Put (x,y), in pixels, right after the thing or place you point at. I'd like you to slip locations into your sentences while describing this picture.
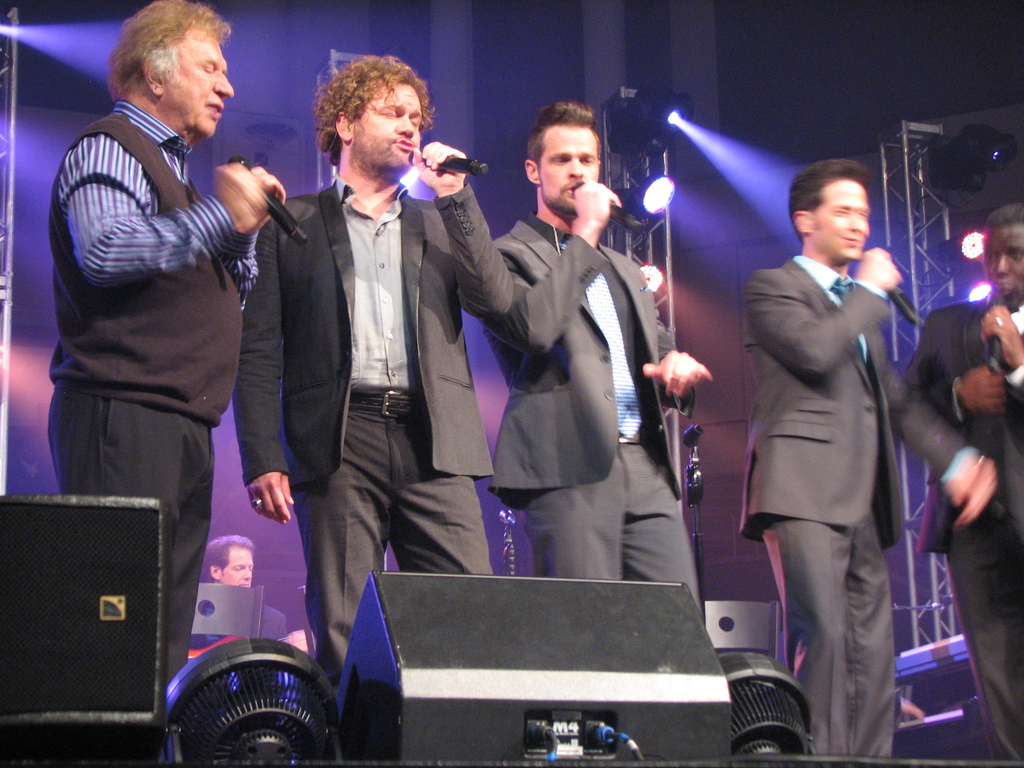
This picture is clicked a concert. Here, we see five men (432,368) standing on stage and holding microphones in their hands (980,463) and all of them are singing on microphone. In front of them, we see speakers (486,686) and fans (273,688). Behind them, we see man (242,551) in black blazer (268,625) is sitting on chair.
